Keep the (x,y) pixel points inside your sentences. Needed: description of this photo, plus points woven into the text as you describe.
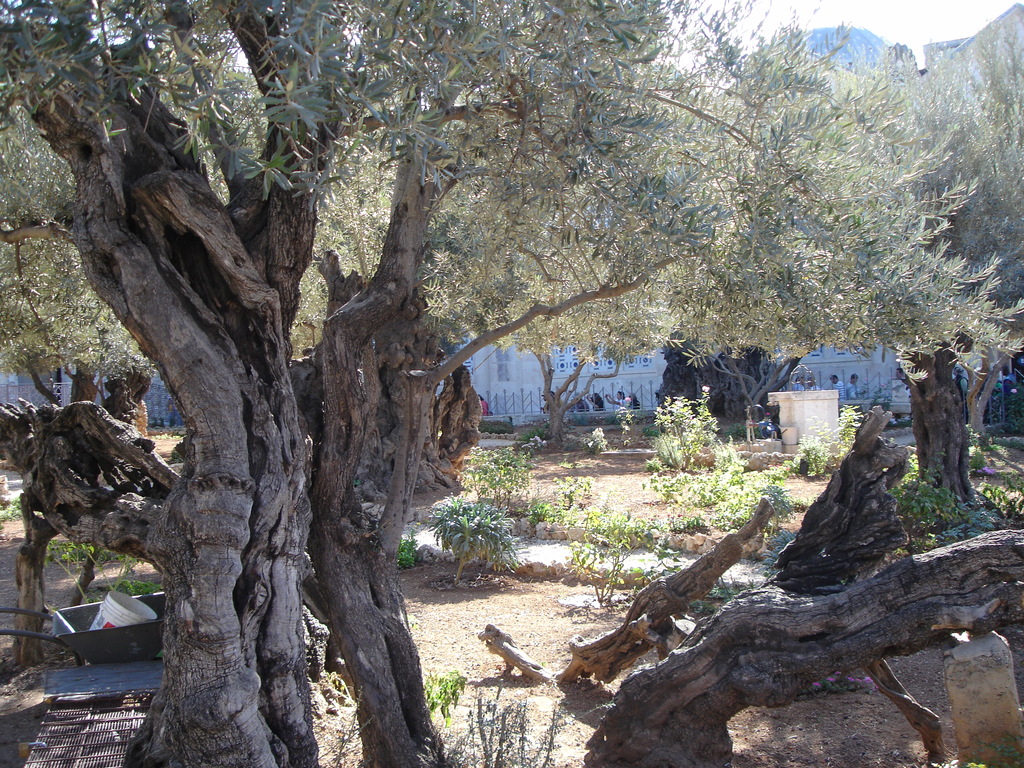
In this image in front (189,752) there are trees (977,224). There are tree barks (730,632). On the left side of the image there are a few objects (38,616). In the background of the image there are buildings (846,377). In front of the buildings (527,405) there are people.
